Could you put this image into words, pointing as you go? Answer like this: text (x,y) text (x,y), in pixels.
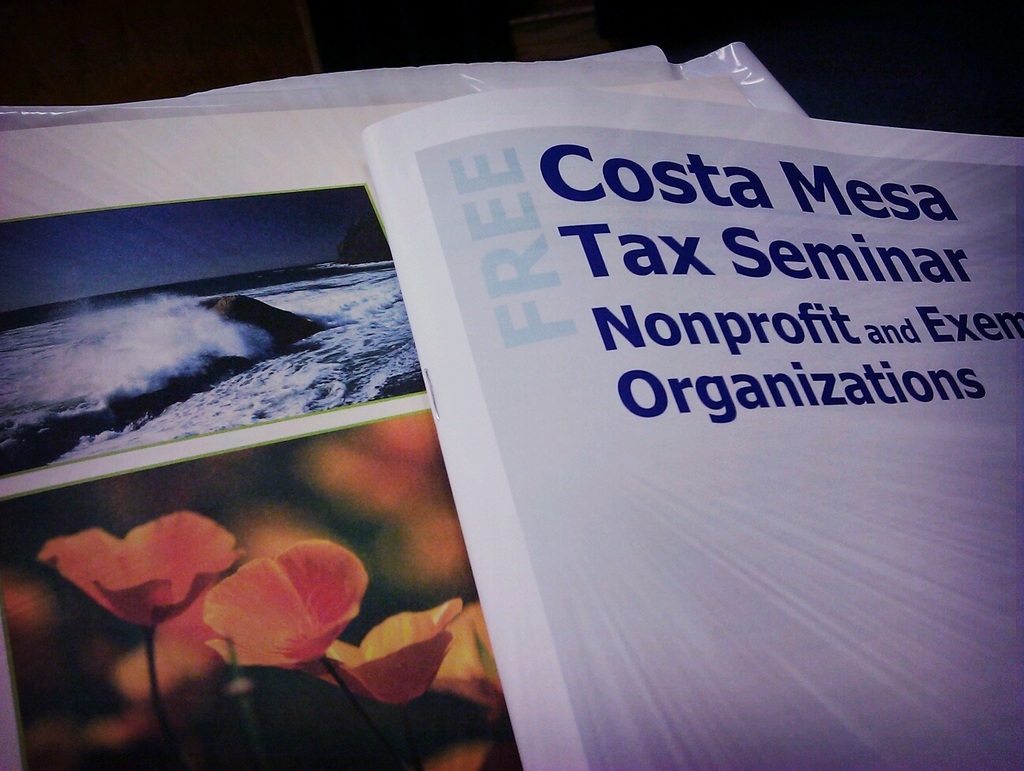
In this image we can see books (530,240) with text (699,273) and image (289,346).
